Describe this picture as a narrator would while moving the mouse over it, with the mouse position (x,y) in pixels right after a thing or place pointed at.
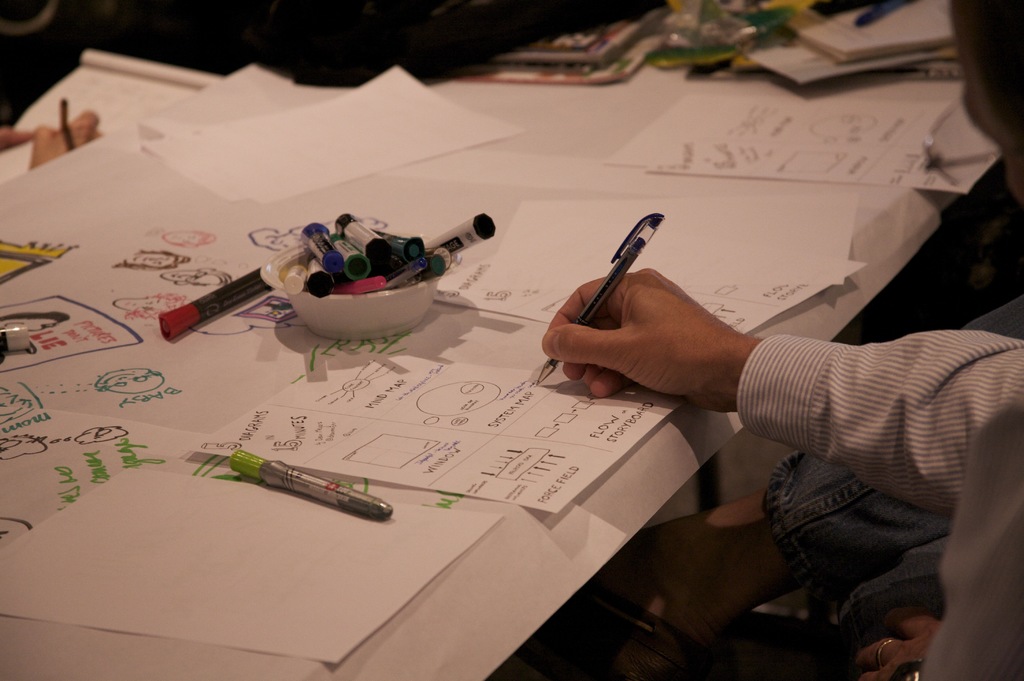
In the image on the table (38,298) there are many papers (228,447) and also there are few pens (170,335). There is a bowl (298,309) with markers (354,260). And there are many other things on the table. On the right corner of the image (972,366) there is a person (771,489) holding a pen (603,291) in the hand (581,325). In the top left corner of the image (23,143) there are hands (40,137) of a person (14,131) holding a pen (67,103) and a book (111,77) in the hand (26,139).
